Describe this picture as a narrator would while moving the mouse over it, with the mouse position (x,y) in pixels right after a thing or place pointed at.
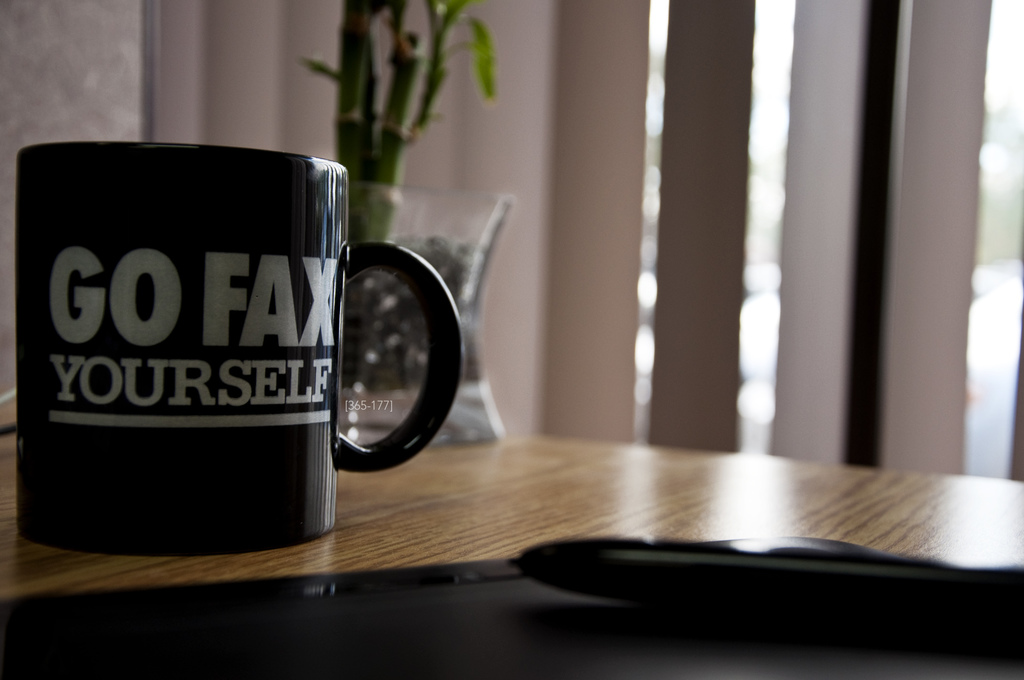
At the bottom of the image (642,468) we can see a table (557,451). On the table (454,448) we can see a cup (296,336), pot (477,256), plant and some objects (606,589). In the background of the image (405,170) we can see the wall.
